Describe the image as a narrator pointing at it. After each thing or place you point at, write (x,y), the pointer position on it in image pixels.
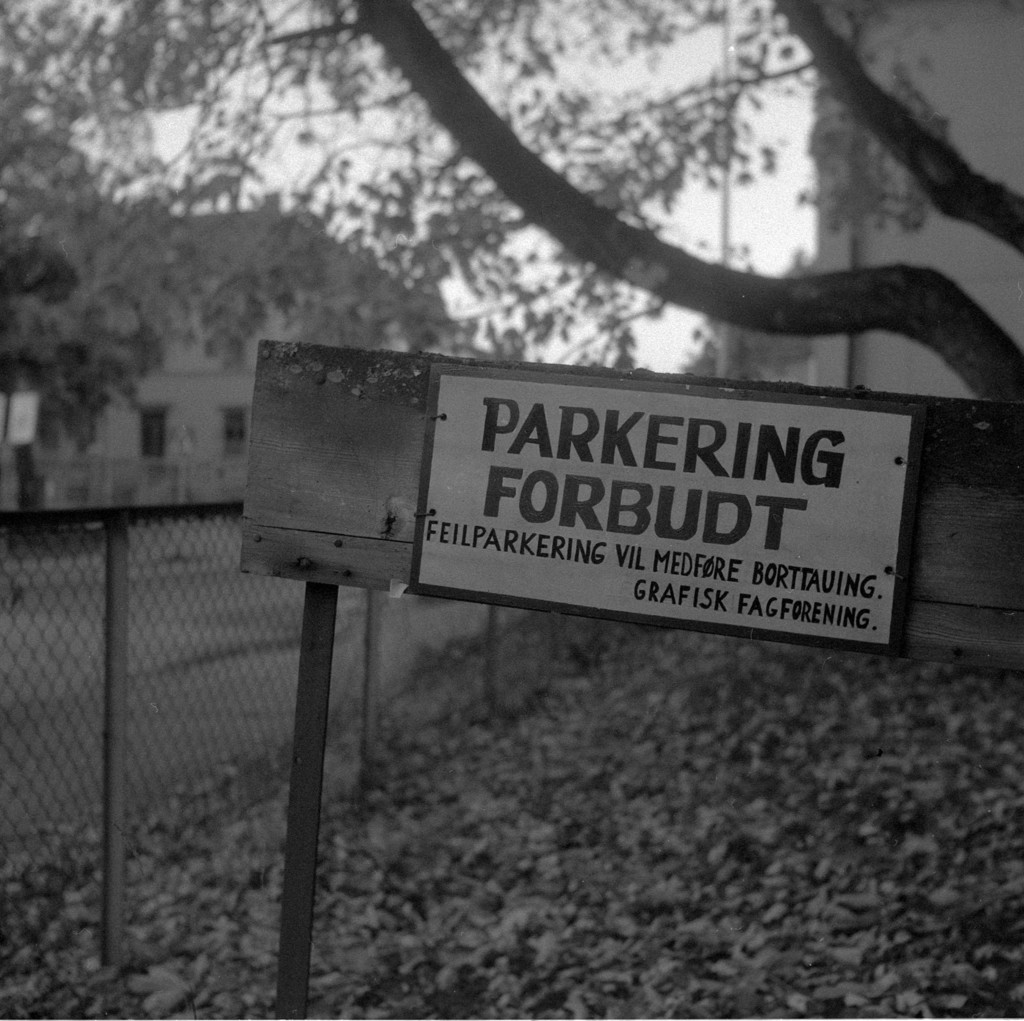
In this picture we can see a name board (492,566), dried leaves (582,727), fence (261,660), beside the fence (274,644) we can see a road (267,632), buildings (835,218), trees (378,343) and we can see sky (789,240) in the background (763,252).
